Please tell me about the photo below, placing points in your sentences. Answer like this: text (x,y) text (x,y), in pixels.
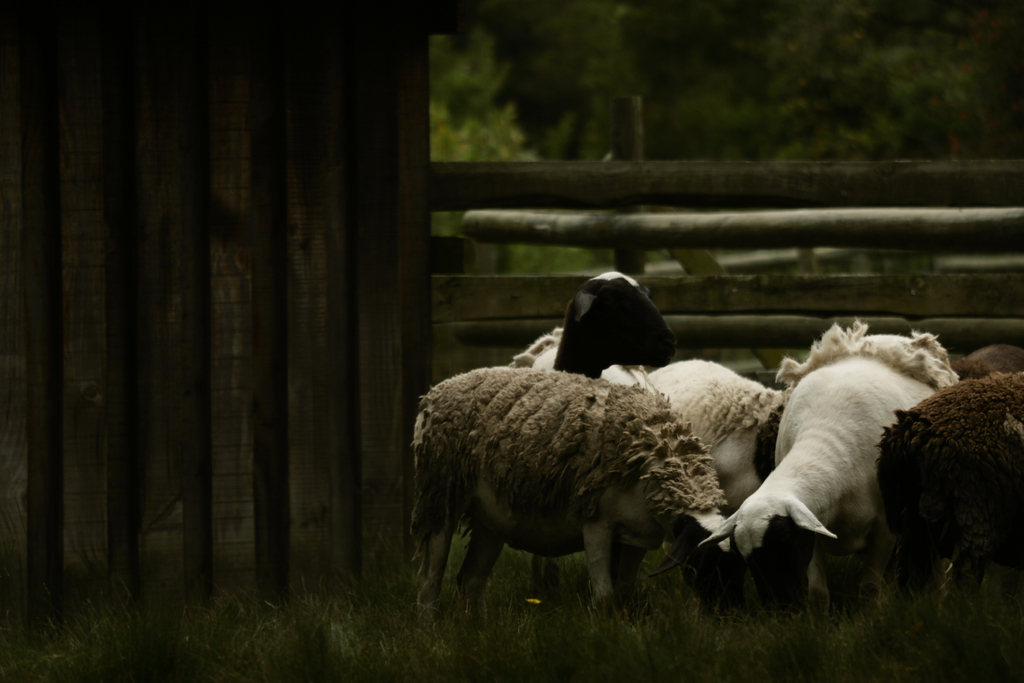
In this image we can see group of sheep (690,442) on the ground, there are the trees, there is the fencing (545,284), here is the grass (15,606).
